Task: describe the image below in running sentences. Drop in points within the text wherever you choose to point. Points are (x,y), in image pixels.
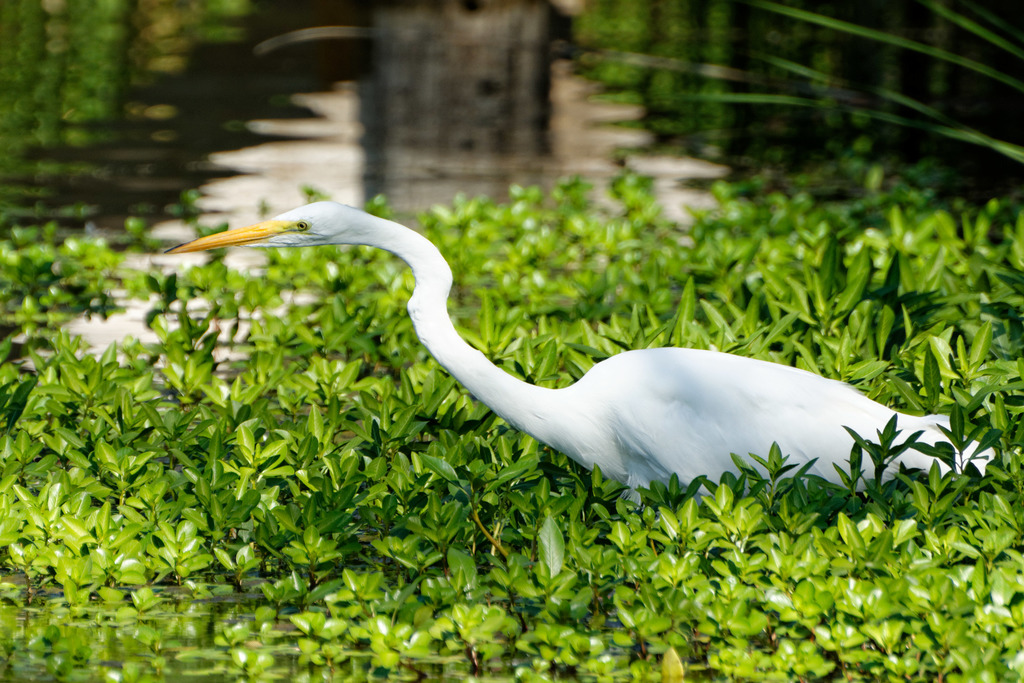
In this image I can see a bird (732,402) which is in white and yellow color. I can see few green color leaves (741,602) and water (375,117).
